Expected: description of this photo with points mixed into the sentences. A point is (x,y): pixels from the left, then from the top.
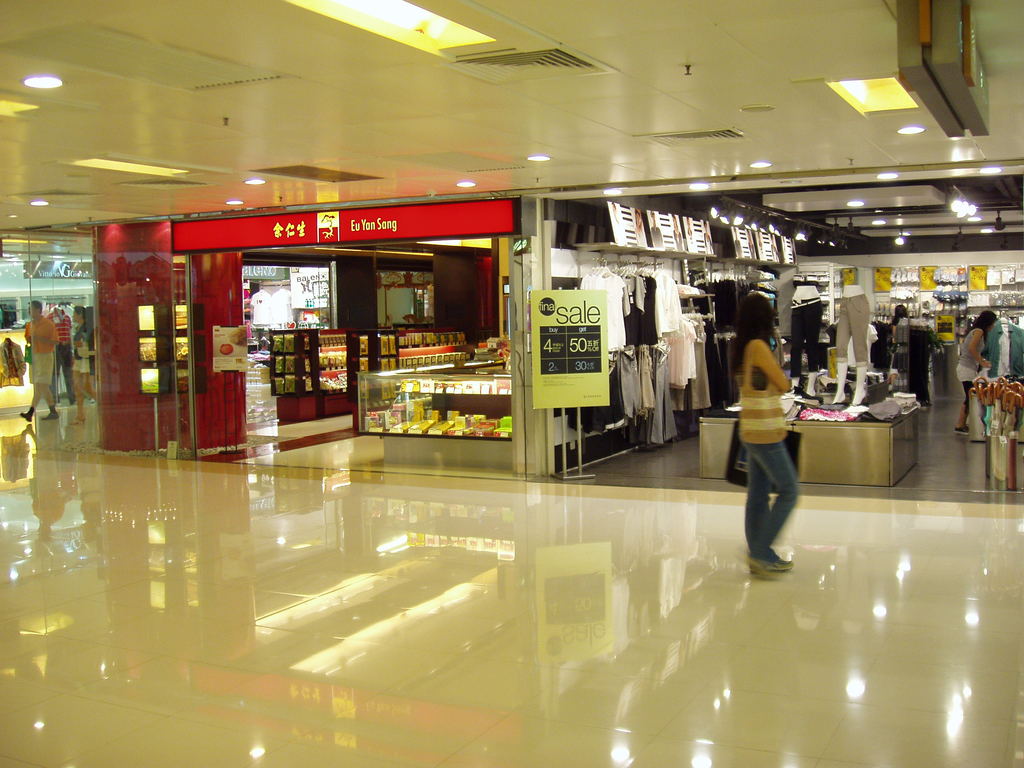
In this picture we can see the inside view of the mall (772,581). In the front (745,531) there is a girl (772,368) walking in the lobby (720,666). Behind there are some cloth shops (264,354).
